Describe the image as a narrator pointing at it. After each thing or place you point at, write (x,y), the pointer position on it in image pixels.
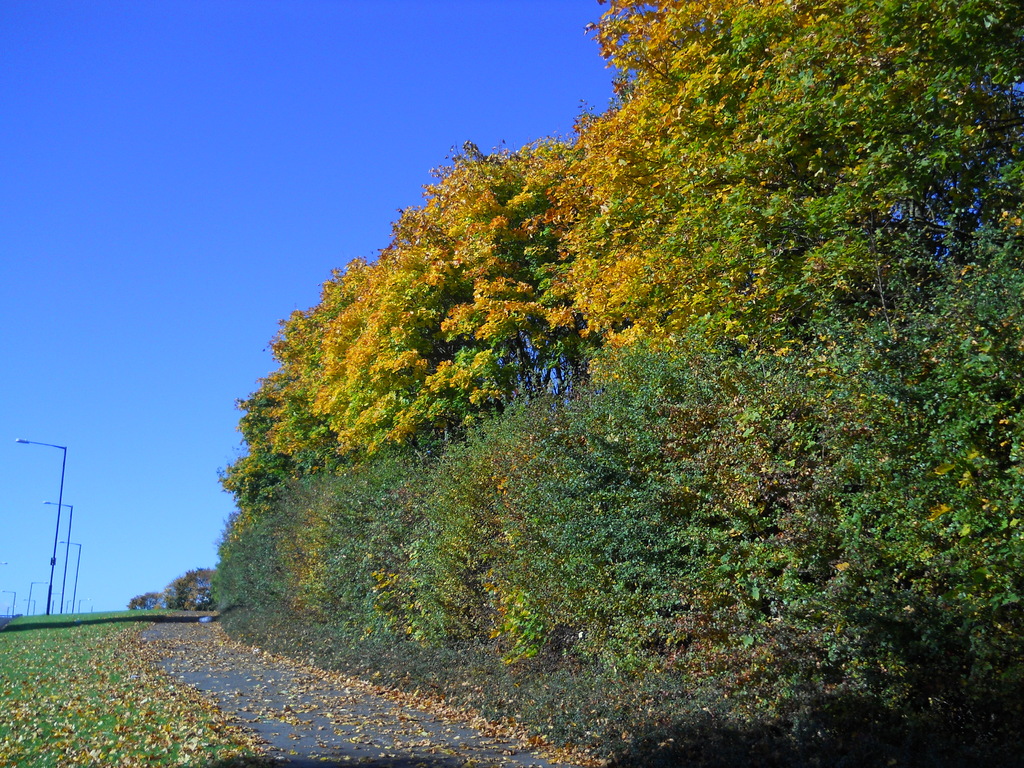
In this image, we can see trees (550,400), plants (550,400), walkway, grass (77,746) and poles (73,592). Background (26,578) we can see the sky (248,168).
